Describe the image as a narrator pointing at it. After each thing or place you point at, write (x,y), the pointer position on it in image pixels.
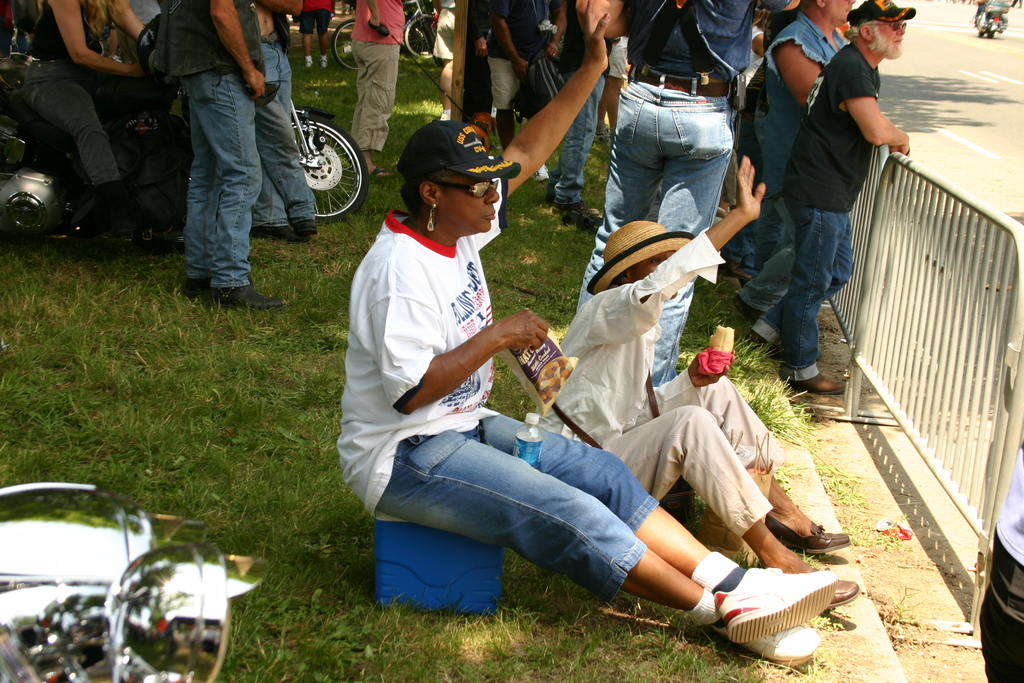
In this image a person (445,398) is sitting on a cooler box (425,554). Few persons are standing on the grassland (181,381). Left side (98,164) a person (81,113) is sitting on the bike (124,150). Left bottom there is a bike (172,641). A person (663,443) wearing a hat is sitting on the grass land (412,118). Few persons (846,157) are standing near the fence (892,264). Right top a person (984,7) is sitting on a bike (995,20) and he is riding on the road (936,98). Top of the image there is a bicycle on the grassland (410,104).
